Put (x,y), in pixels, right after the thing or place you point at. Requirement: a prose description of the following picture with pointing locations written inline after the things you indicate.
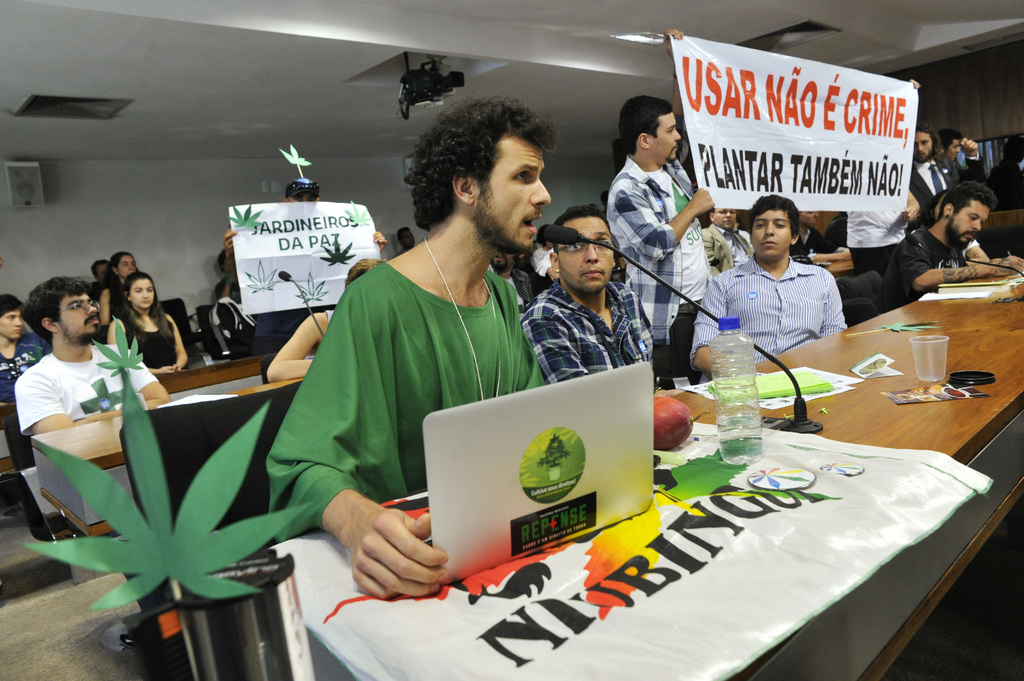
In this image, we can see people (499,193) and some are sitting on the chairs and some are holding banners (758,56) and there is some text (793,104) on them and we can see a laptop (558,444), mic (703,308), a bottle (757,409), a banner (638,570) and some other objects (784,387) and some decor items (106,354) are on the tables (810,356). At the top (309,51), there is a roof (374,44) and an object (419,88). At the bottom (40,634), there is a floor (52,634).
